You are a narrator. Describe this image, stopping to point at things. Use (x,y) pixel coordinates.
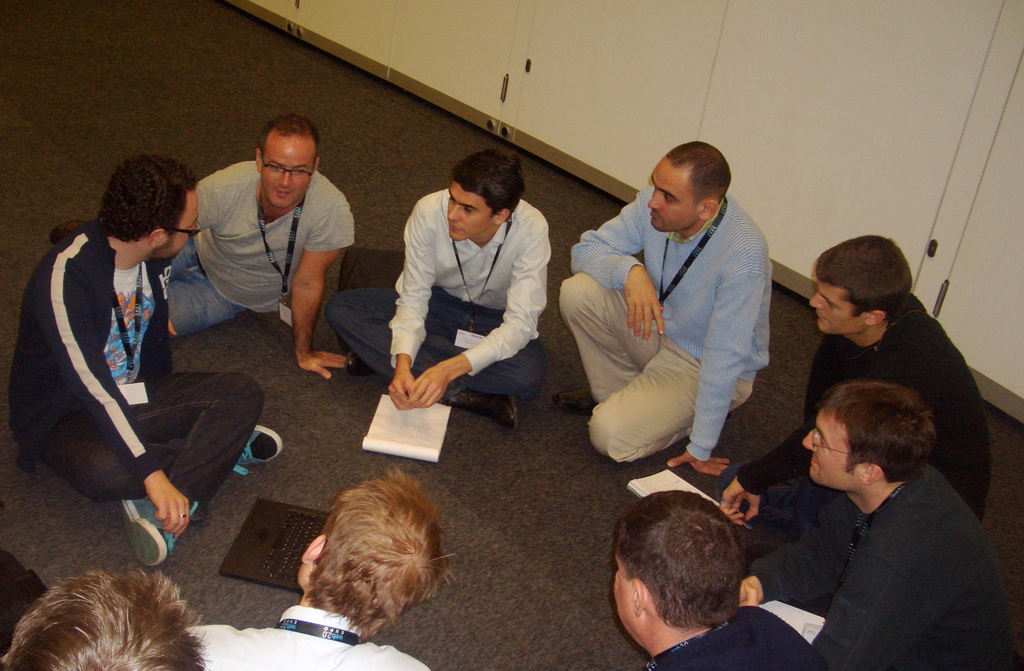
In this picture there are some group of boys (279,193) sitting on the flooring mat (564,511) and discussing something. Behind we can see white color wardrobe doors (431,74).
